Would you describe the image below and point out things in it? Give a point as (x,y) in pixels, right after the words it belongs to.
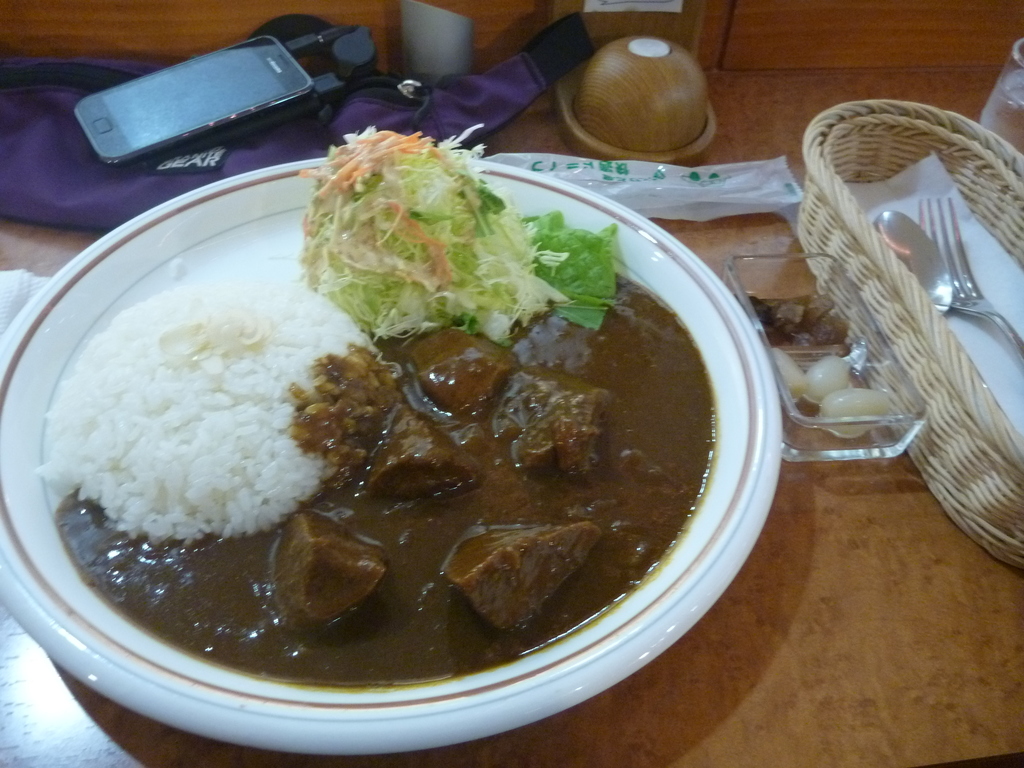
In this image there are food items (394,396) on a plate (22,464). Beside the plate (26,381) there are a few other objects (44,93) on the table (826,685).
